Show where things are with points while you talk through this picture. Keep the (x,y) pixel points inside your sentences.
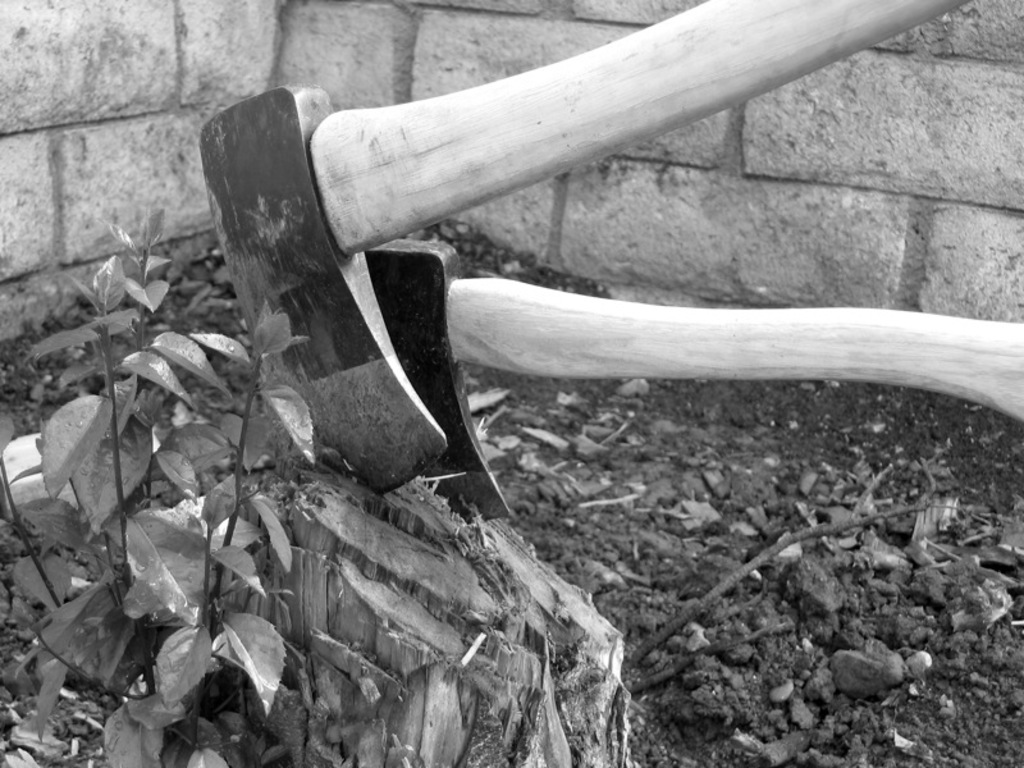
In this picture we can see axes (637,57), here we can see a wooden object (470,552), plant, sticks (475,399) on the ground (755,614) and we can see a wall (579,202) in the background (562,239).
